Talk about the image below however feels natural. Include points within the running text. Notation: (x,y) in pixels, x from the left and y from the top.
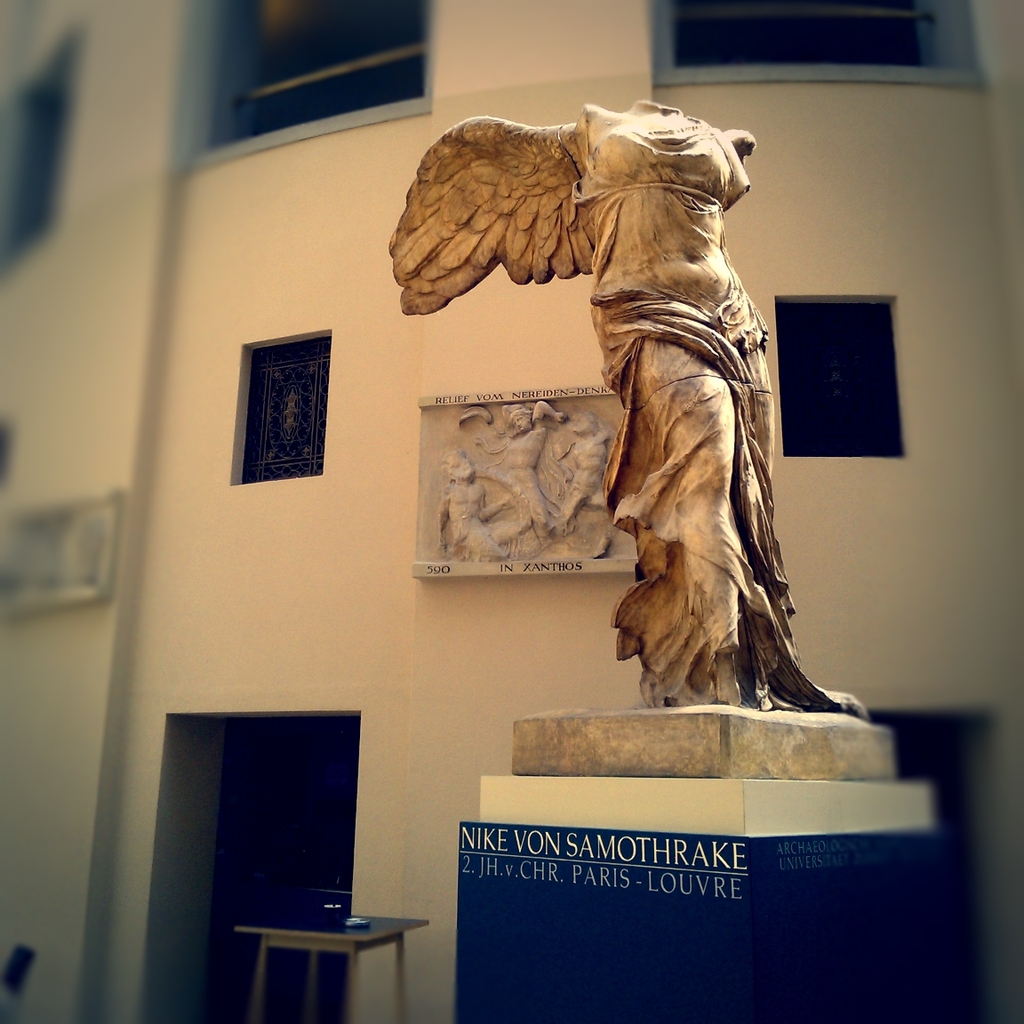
In this image we can see a statue (713,597) and some text (647,871) on the blue color wall (634,869). In the background (454,478), we can see a wall frame (454,478) on the wall (527,635) and a table (259,1011) here. This part of the image is slightly blurred.
